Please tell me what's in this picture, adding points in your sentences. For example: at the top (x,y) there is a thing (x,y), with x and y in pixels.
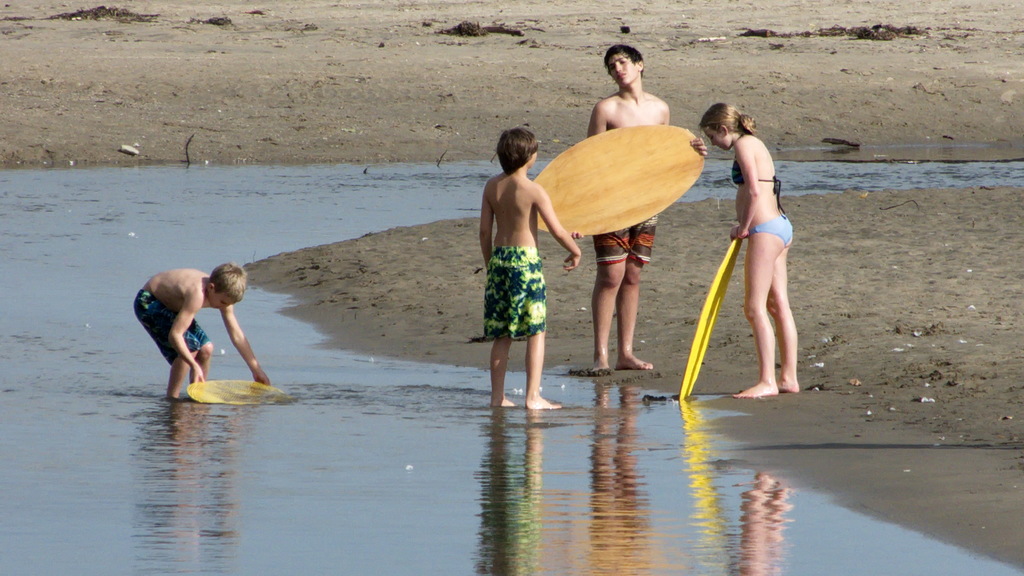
In this picture we can see some persons (518,296) in the middle (533,237). This is water (240,440). Here we can see a man (630,106) holding a surfing board (626,183) with his hands (691,140).
